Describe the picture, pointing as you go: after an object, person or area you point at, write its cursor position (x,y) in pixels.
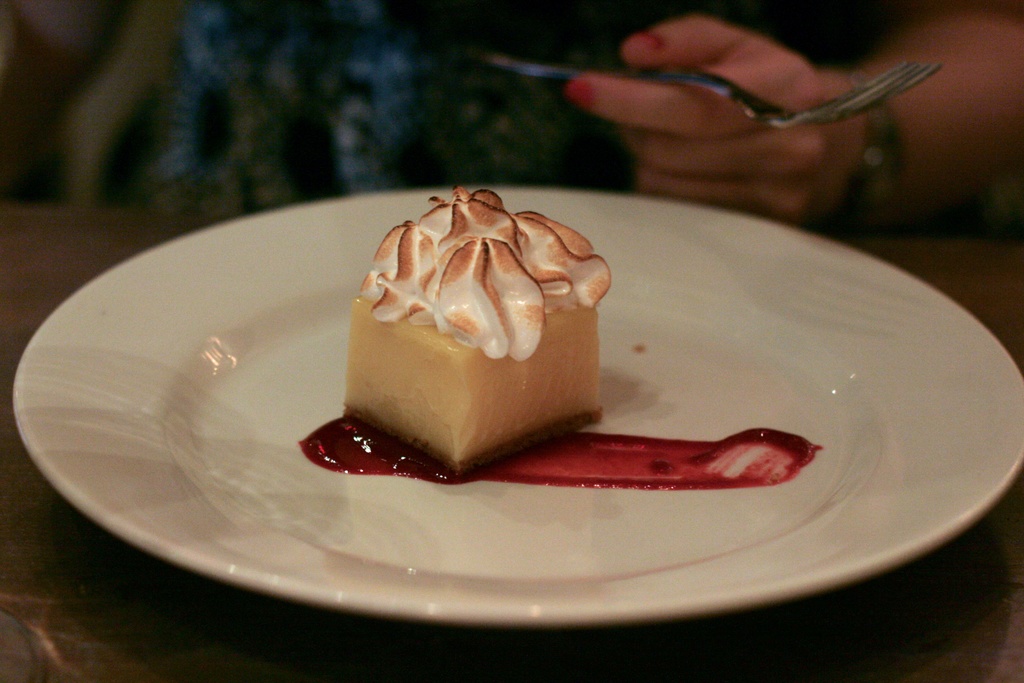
It is a cake (531,362) in a white color plate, on the right side (827,114) a human hand (813,131) is holding a fork (521,69).
